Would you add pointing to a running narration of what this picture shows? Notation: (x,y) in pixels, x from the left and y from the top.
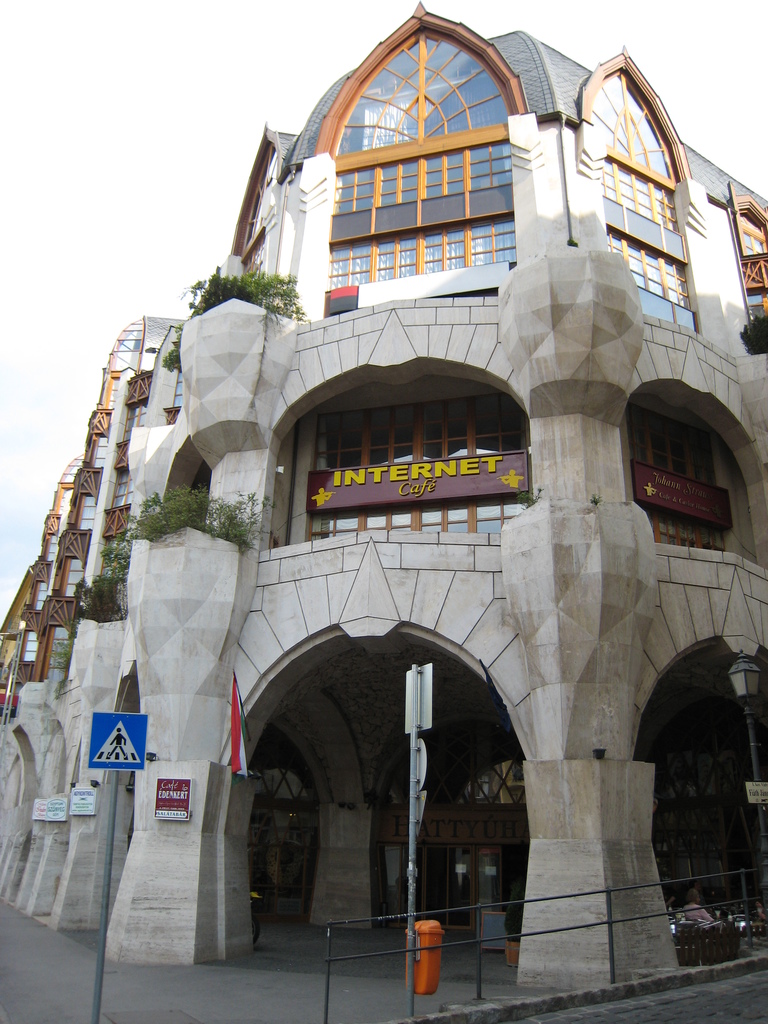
At the bottom of the image (381,920) there is fencing (381,920). In the middle of the image (421,681) there are some poles (20,646) and sign boards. Behind them there is a building (759,629), on the building (200,548) there are some plants (241,281). At the top of the image (749,105) there is sky (120,104).
